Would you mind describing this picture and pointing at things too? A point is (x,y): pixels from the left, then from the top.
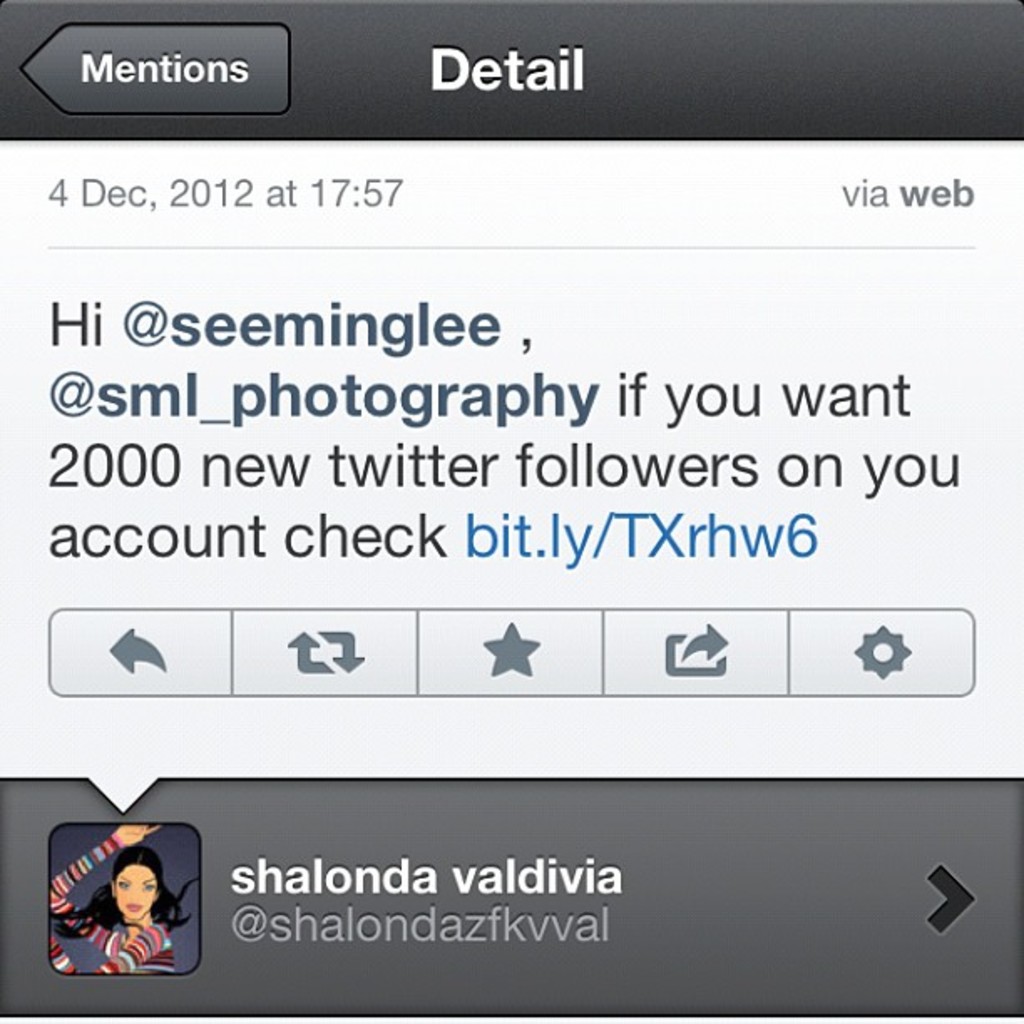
In the image we can see a screen shot (494,521), on it there is a text (657,466), symbols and profile photo (137,921).
